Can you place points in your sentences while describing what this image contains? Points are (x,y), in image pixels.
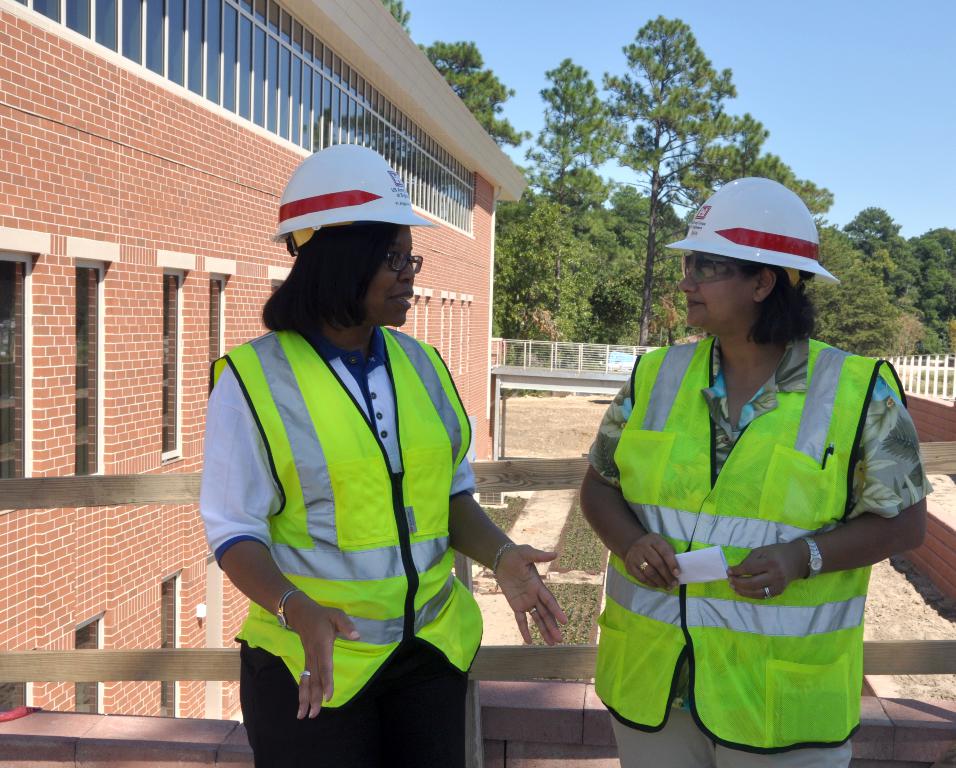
There are two women (465,414) in light green color jackets (465,414), wearing white color helmets (686,241) and standing. Beside them, there is a wooden fence (238,663). In the background (120,570), there is a building (426,90) having brick wall (243,154) and glass windows (266,90), there are trees (480,90) and a fence (553,345) on the ground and there is blue sky (921,207).
